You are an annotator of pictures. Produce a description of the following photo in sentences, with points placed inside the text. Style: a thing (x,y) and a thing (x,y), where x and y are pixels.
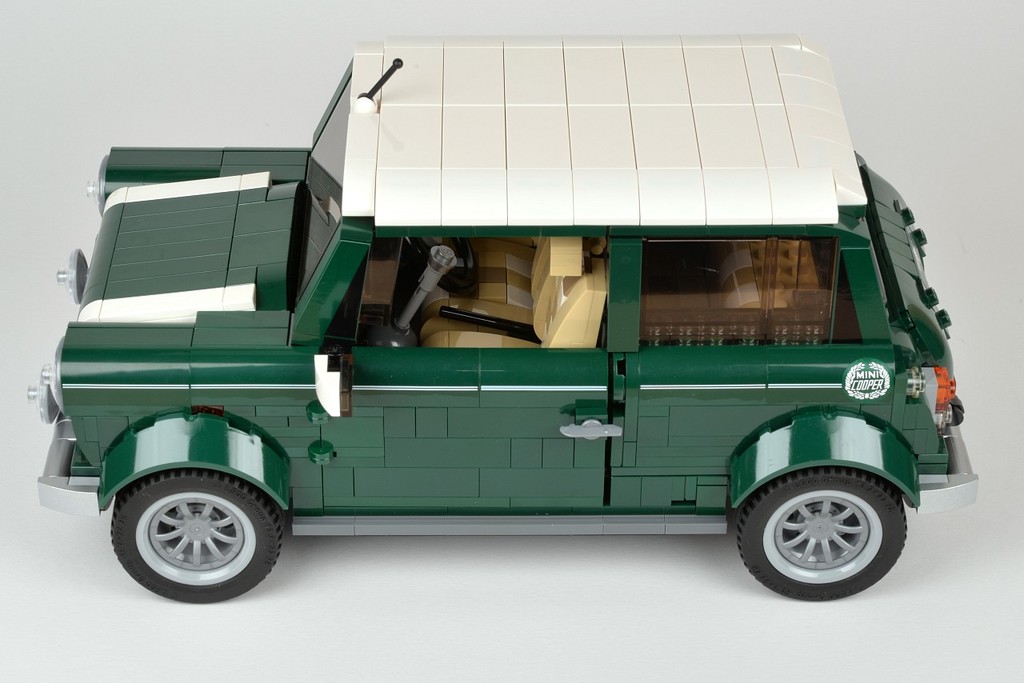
In the center of the image (517,332) we can see a toy car (451,475).
